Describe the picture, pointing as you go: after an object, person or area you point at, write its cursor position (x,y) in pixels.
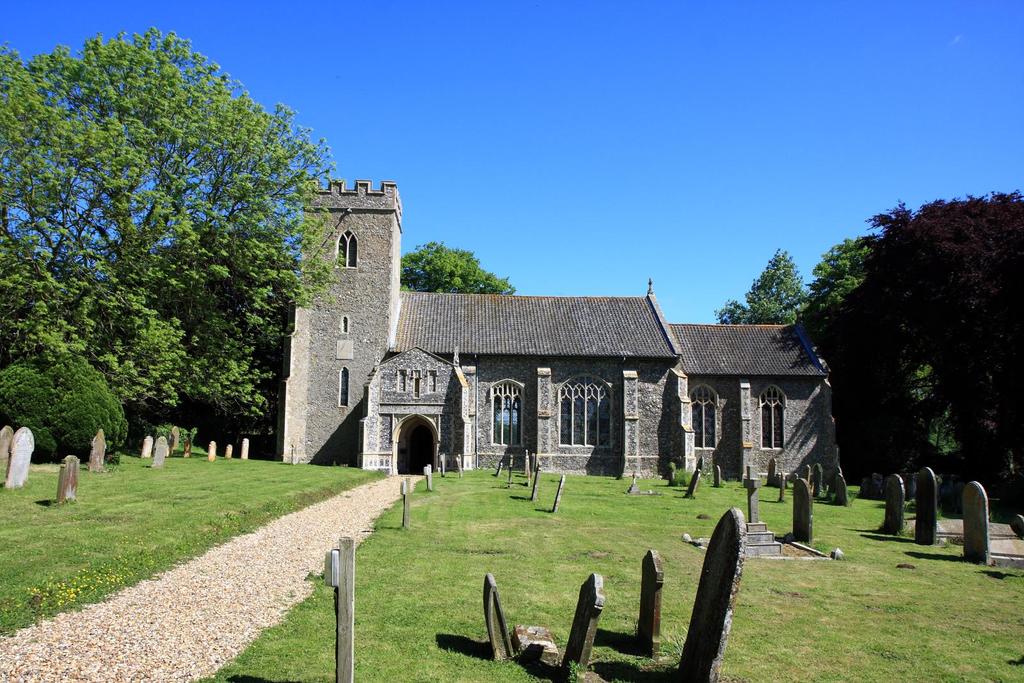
In this image we can see grave stones (648,552) on the ground (358,593), walking path (384,497), building (451,386), trees (265,373), bushes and sky (552,153).
